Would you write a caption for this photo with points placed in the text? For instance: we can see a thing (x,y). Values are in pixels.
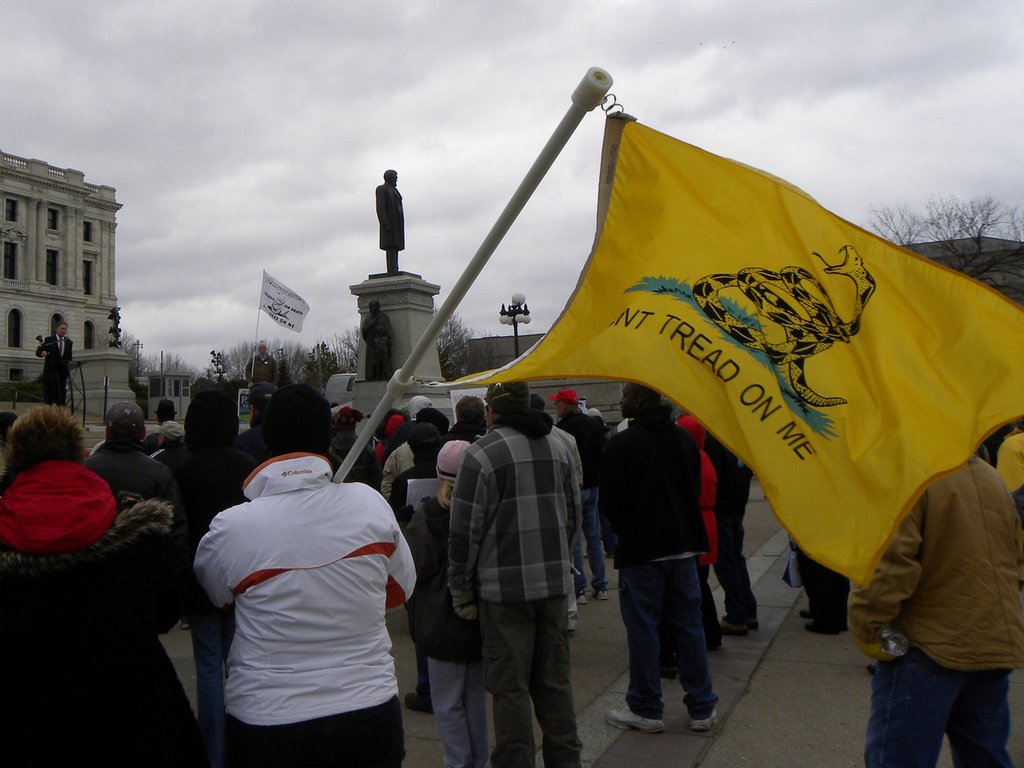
In this image there are group of people (55,441) standing, in which there are two persons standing and holding flags (615,143), and at the background (971,248) there are buildings (473,365), sculptures (405,394), trees (445,356), lights (506,320), pole (162,368), sky (302,136).
